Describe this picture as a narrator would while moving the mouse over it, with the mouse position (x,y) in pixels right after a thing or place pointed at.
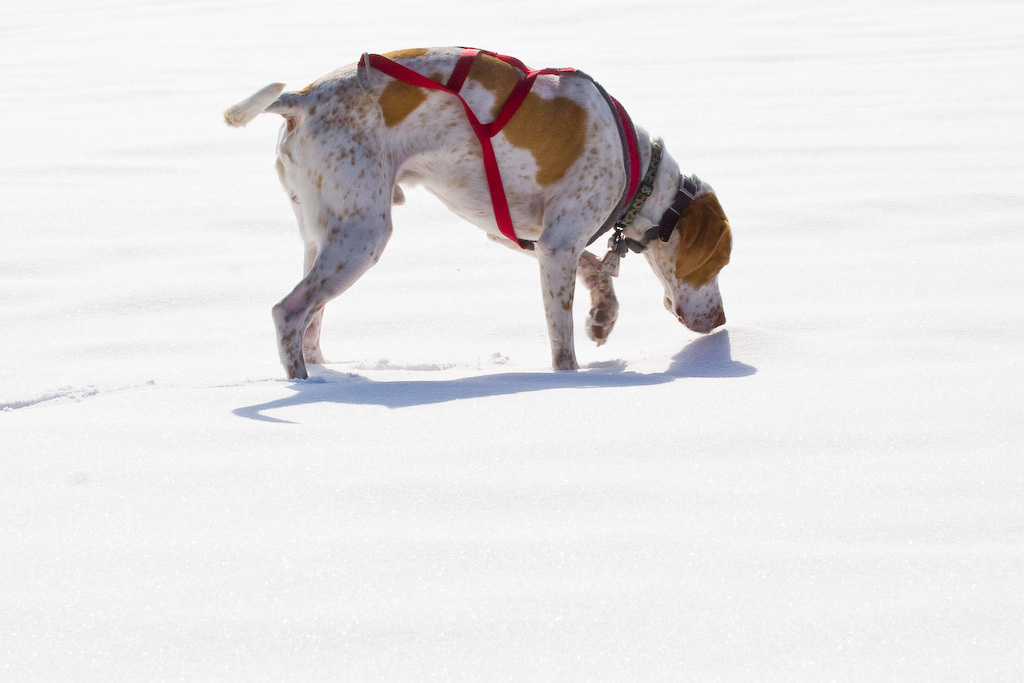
In this image there is a dog (477,155) walking in the snow (636,338). There is a red colour belt (452,85) to the dog (497,111).
